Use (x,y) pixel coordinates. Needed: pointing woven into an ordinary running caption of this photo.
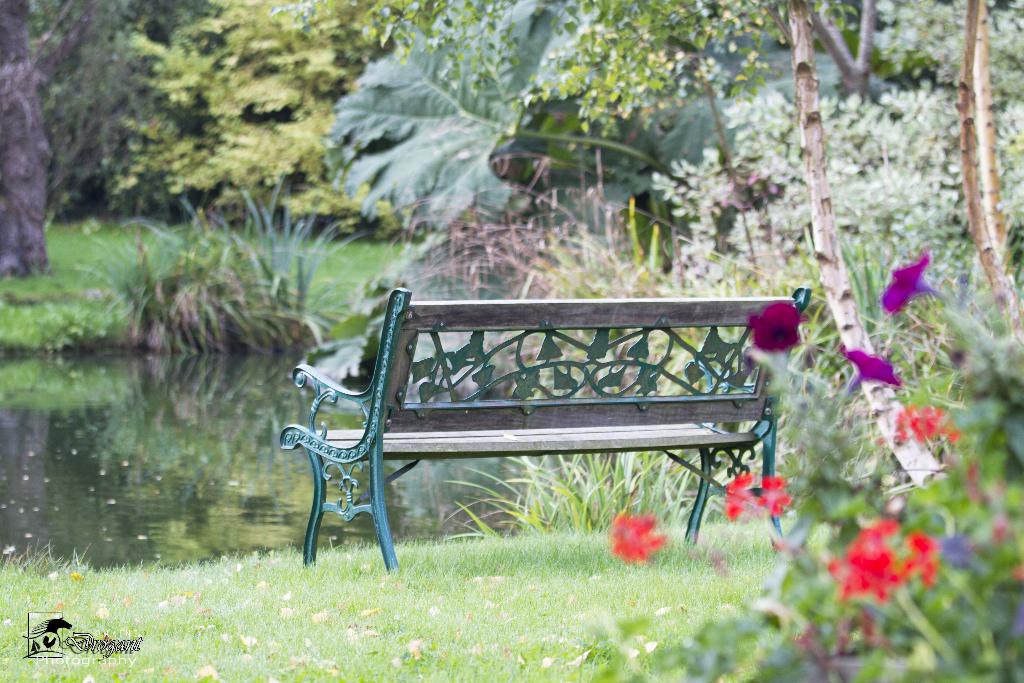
In this picture we can see a bench (472,450). This is grass (287,638). These are the plants (712,644) and there are some flowers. Here we can see water (136,463) and there are trees (242,121).
